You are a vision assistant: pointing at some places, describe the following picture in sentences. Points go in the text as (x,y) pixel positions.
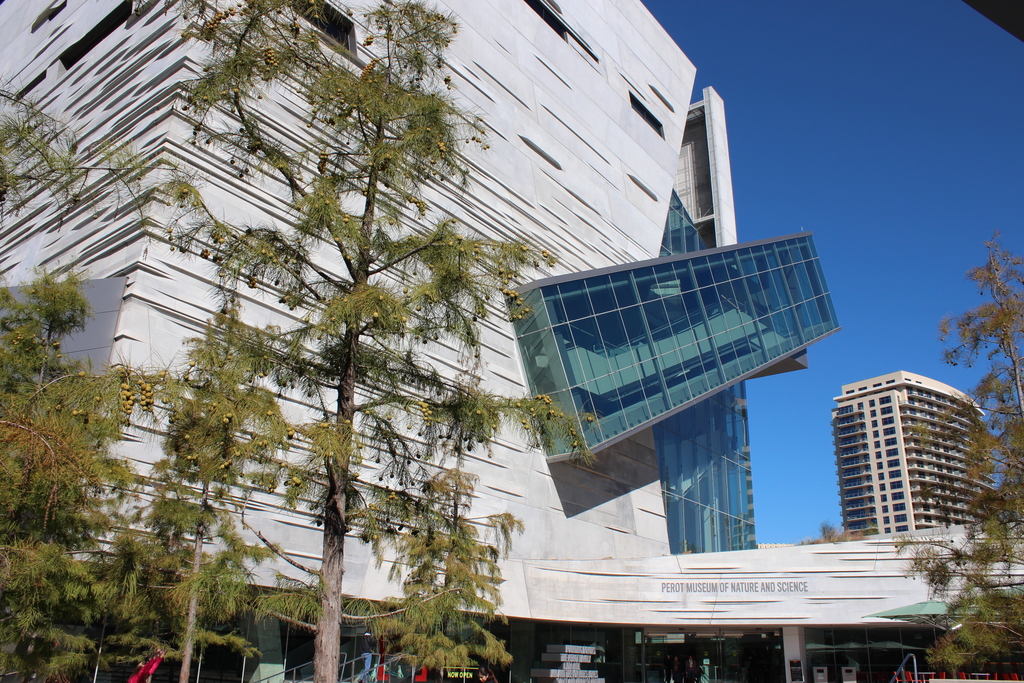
In this image, we can see some trees (330,443) and buildings (657,359). In the top right of the image (841,75), we can see the sky (875,91).
